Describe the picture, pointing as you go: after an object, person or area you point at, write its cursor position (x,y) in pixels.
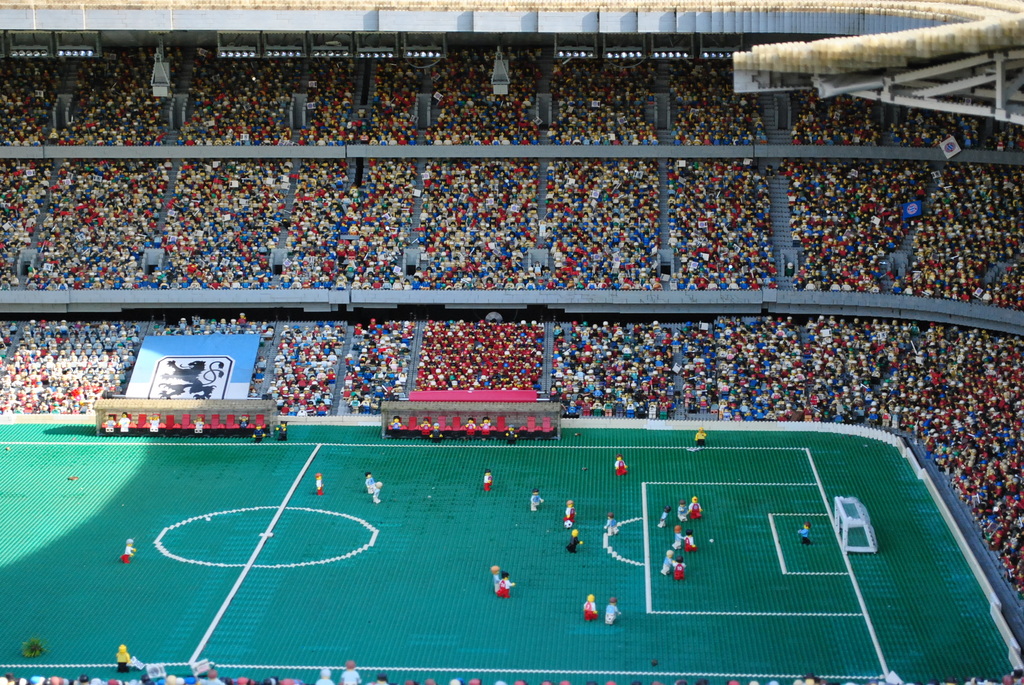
In this image I can see a Lego set (581,279) where in the centre (449,451) I can see a football ground (513,520). I can also see a board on the left side of this image (152,339).
